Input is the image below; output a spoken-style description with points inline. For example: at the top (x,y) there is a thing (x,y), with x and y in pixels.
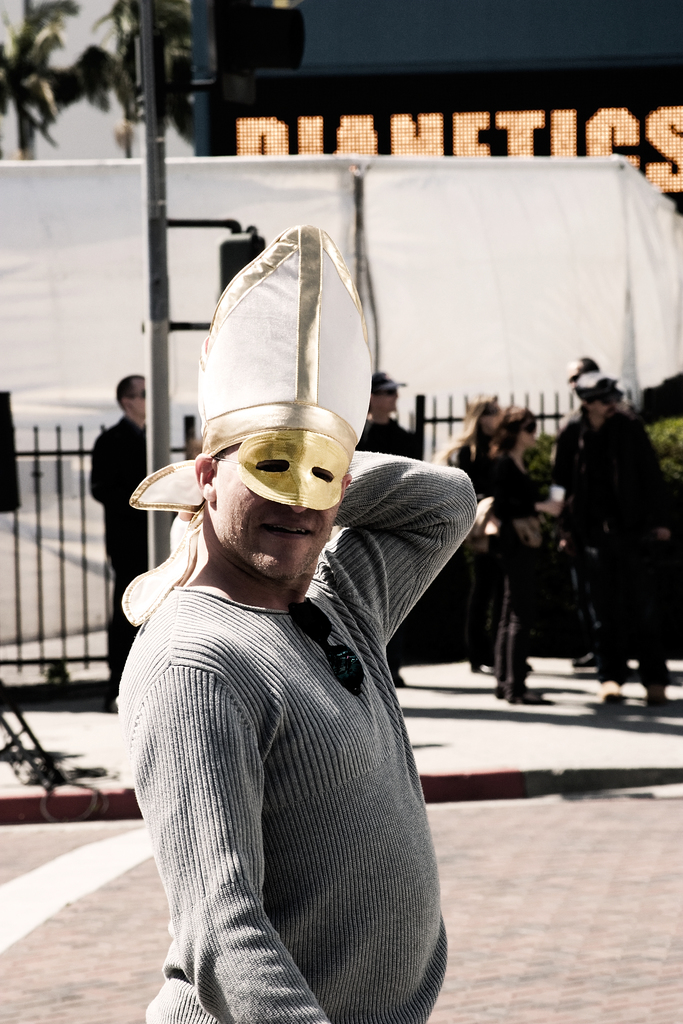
Here we can see a man (202,673) is standing and there is a mask (254,483) to his eyes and a cap (313,399) on their head (226,478). In the background (63,604) there are few persons (128,583) standing at the fence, plants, an object (257,22), tent (112,169), screen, trees (24,76) and sky (56,138).
